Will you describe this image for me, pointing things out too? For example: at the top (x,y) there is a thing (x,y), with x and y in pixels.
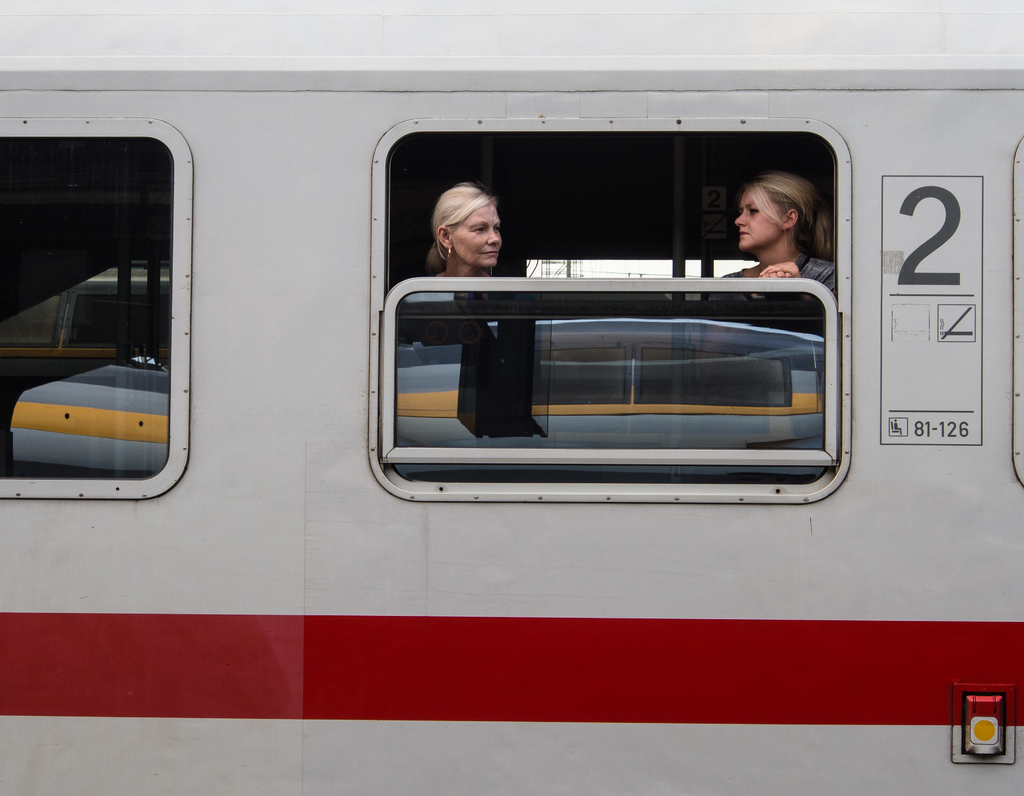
Here we can see two women (453,247) at the window door (490,365) inside the train (423,472) and we can another window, text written on the train (940,422) and an object (972,731) on the train (468,724). In the background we can see poles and some other objects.
